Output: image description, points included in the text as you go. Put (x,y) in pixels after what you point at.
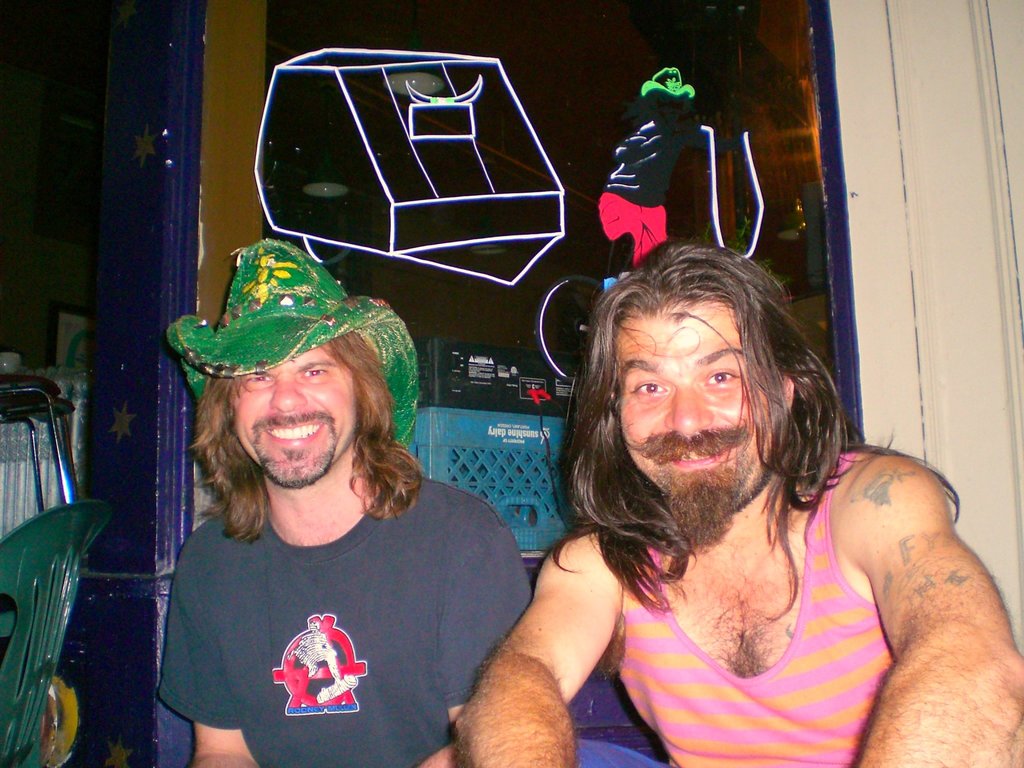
There are two men (421,632) sitting and smiling. This man (328,560) wore a hat (301,335), which is green in color. This looks like a chair (25,623). I think this is the glass door (696,148) with a painting (637,172) on it. I can see blue and black color objects (512,456) in the background (532,474).
